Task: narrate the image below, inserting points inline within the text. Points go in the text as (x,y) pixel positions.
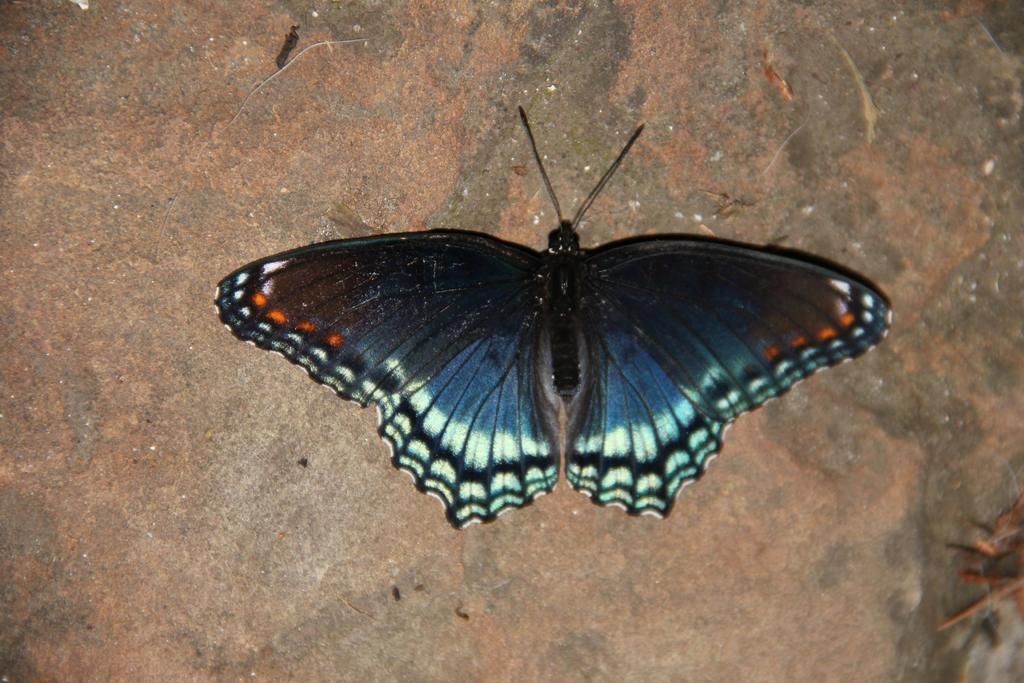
In this image we can see a butterfly (561,305) on an object (445,544) and the object (445,544) looks like a rock (311,432).
